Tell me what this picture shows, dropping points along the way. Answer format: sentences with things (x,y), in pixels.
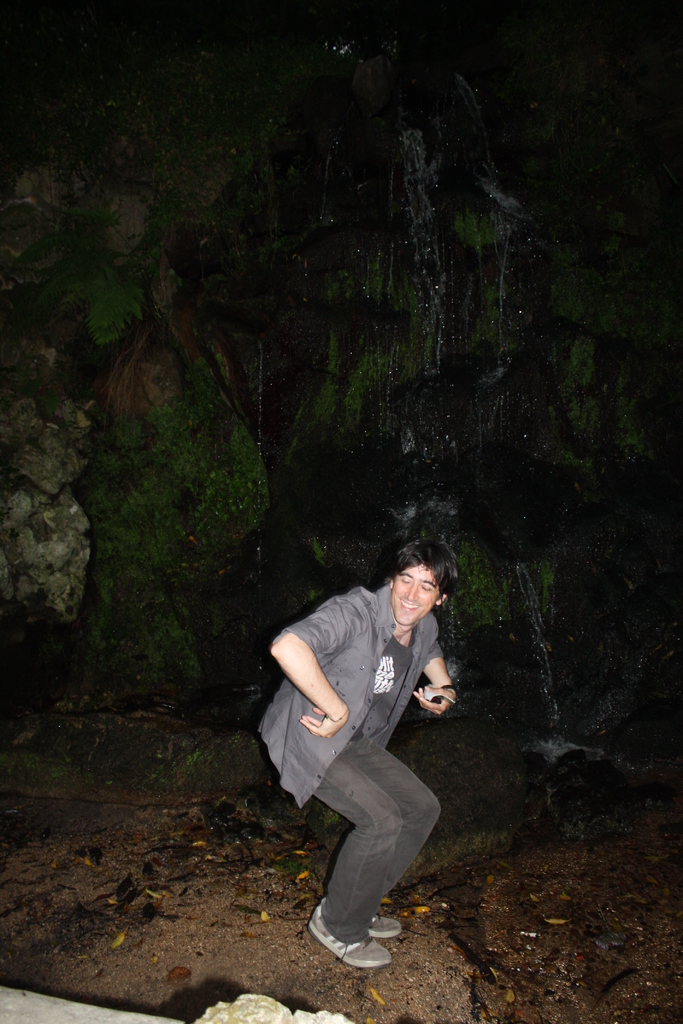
As we can see in the image there is a hill (181,410), water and a man (401,716) standing in the front (358,649).
